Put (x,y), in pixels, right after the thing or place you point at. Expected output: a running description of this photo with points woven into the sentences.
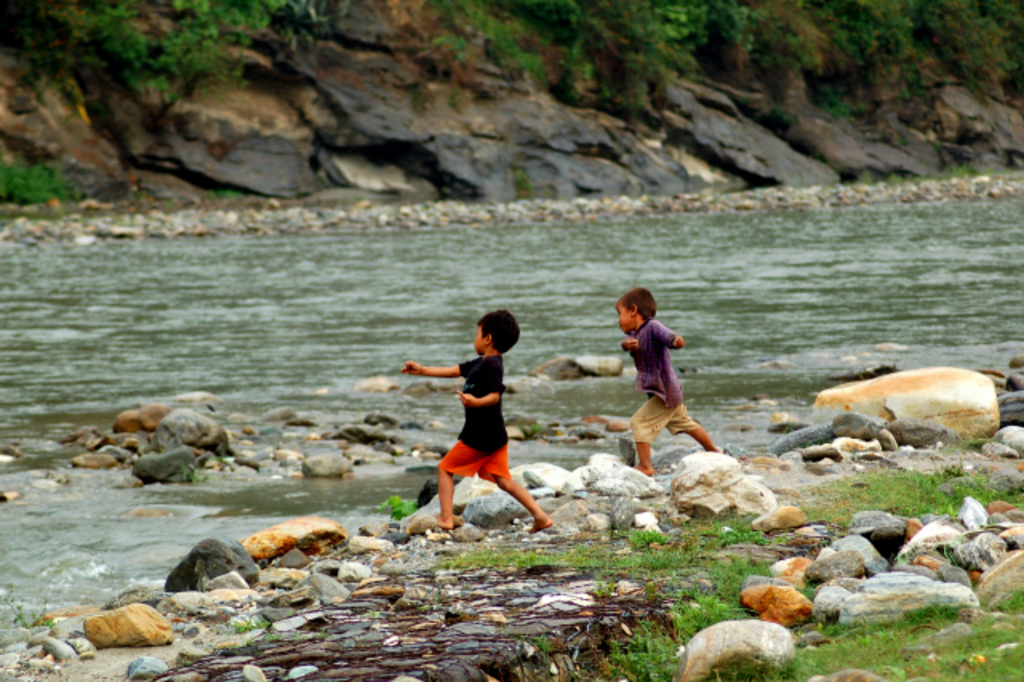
This picture is clicked outside the city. In the foreground (882,612) we can see the green grass (733,593) and the rocks (914,603). In the center (658,350) there are two kids (499,363) running on the ground (431,573) and there is a water body (740,244). In the background (653,38) we can see the plants (944,61) and the rocks (951,106).
